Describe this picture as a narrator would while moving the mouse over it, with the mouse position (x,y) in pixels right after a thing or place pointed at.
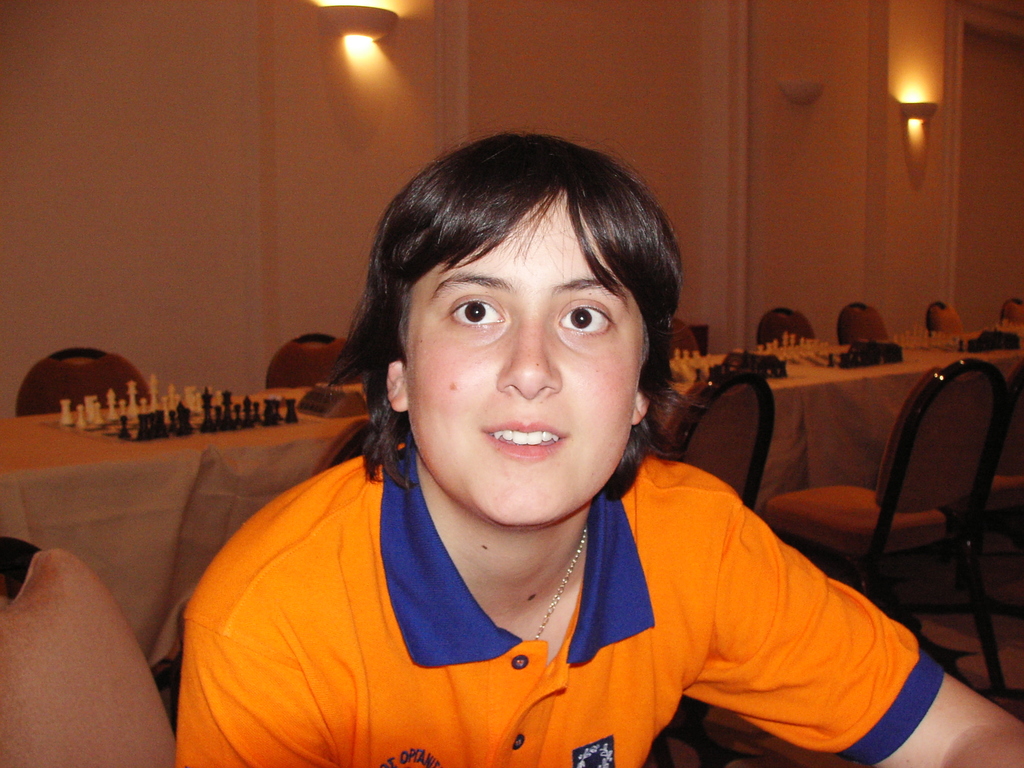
In the center of the image (366,291) there is a lady (363,566) sitting on the chair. In the background of the image (21,435) there is a table (789,396) with chess boards (841,352). In the background of the image (469,137) there is wall (477,81). There are lights (333,14).
